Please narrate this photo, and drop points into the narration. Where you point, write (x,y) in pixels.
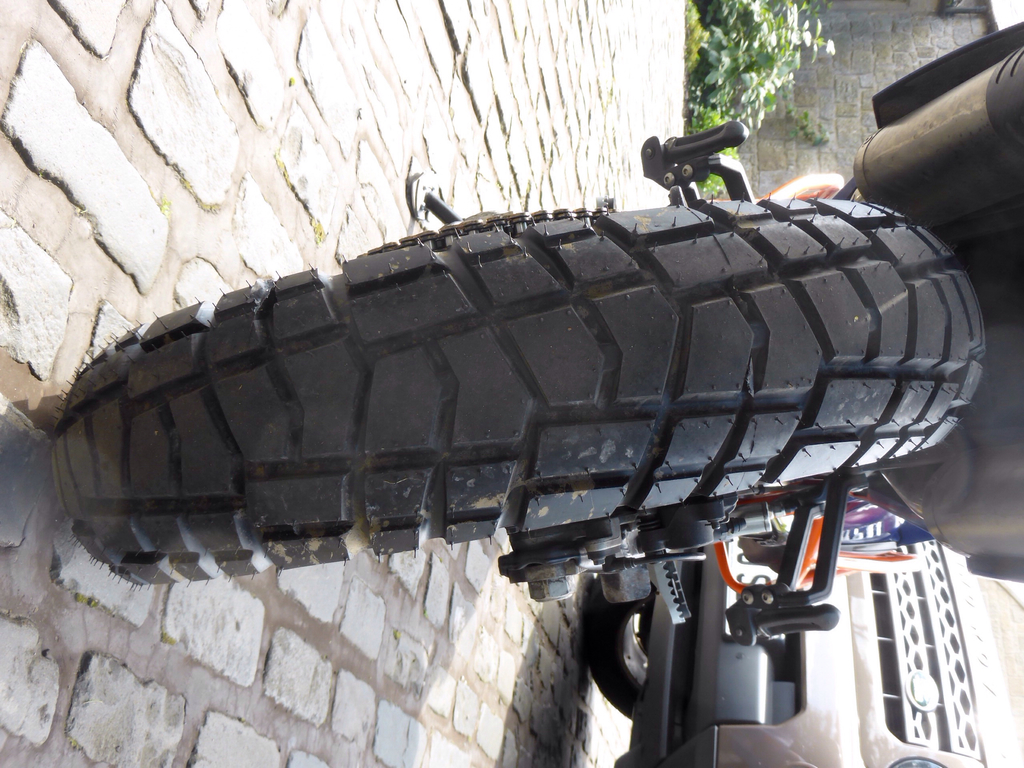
In this picture we can see a tyre (637,349) of a motorbike (810,453). In front of the motorbike (758,473) there is a car (865,644), plants (734,40) and a wall (833,97).
